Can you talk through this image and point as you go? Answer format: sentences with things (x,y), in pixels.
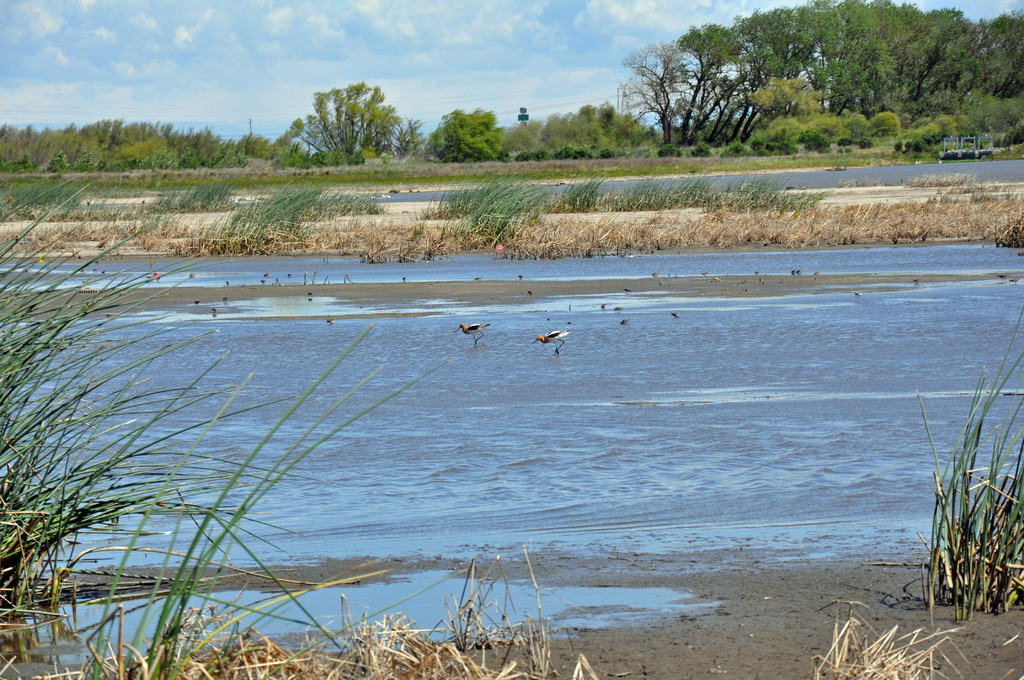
In this image we can see there are birds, trees (730,99), grass (5,533), plants (849,144) and water (565,460). In the background (508,75) we can see cloudy sky (488,56).
